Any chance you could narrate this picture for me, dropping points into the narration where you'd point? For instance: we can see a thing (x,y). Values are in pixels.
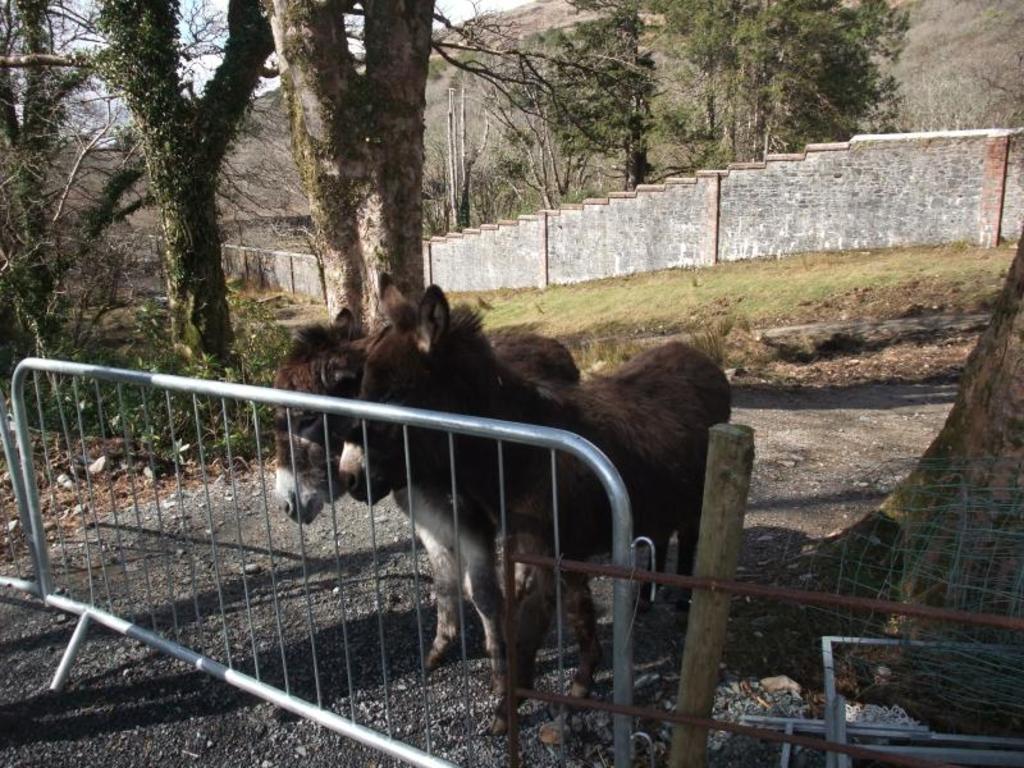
In this picture we can see some barricades (237,682) and animals (302,350) on the path (366,553). There are some tree trunks (317,202) and few trees (702,112) are visible in the background (461,209). We can see a compound wall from left to right.
